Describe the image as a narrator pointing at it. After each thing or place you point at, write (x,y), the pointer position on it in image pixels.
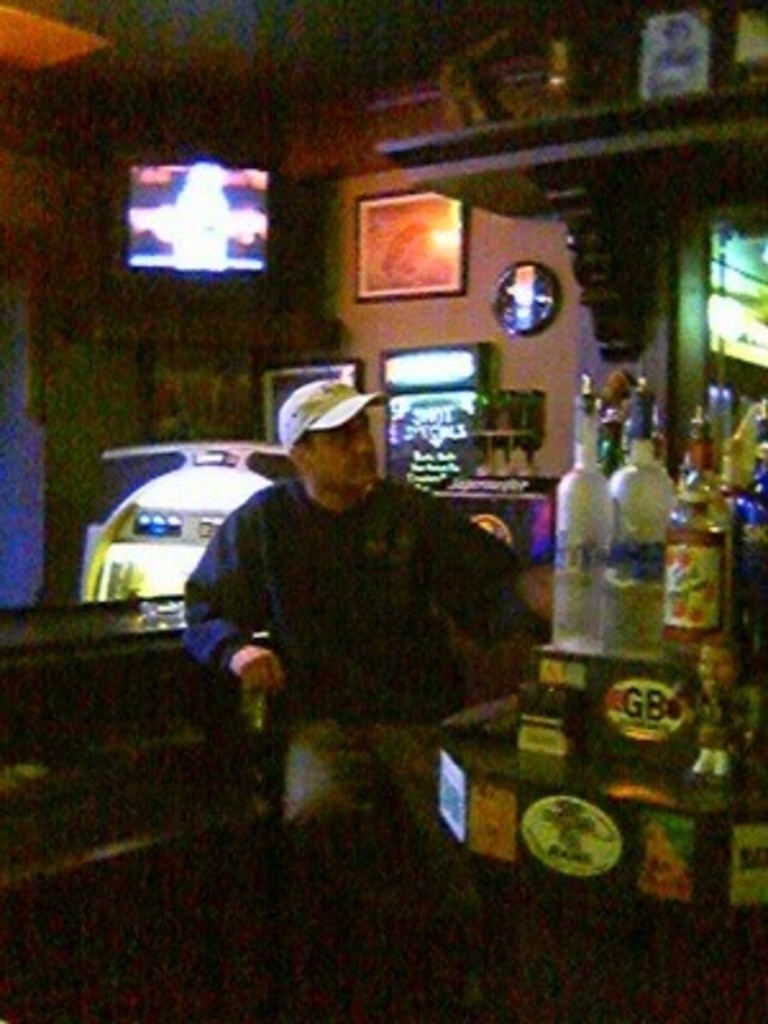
In this image, we can see a person (468,570) wearing clothes (353,638). There are some bottles (657,626) on the table (651,708) which is in the bottom right of the image (601,914). There is a screen (234,259) and photo frame (424,244) on the wall (362,313). There is a wall shelf (648,125) in the top right of the image (638,148).
